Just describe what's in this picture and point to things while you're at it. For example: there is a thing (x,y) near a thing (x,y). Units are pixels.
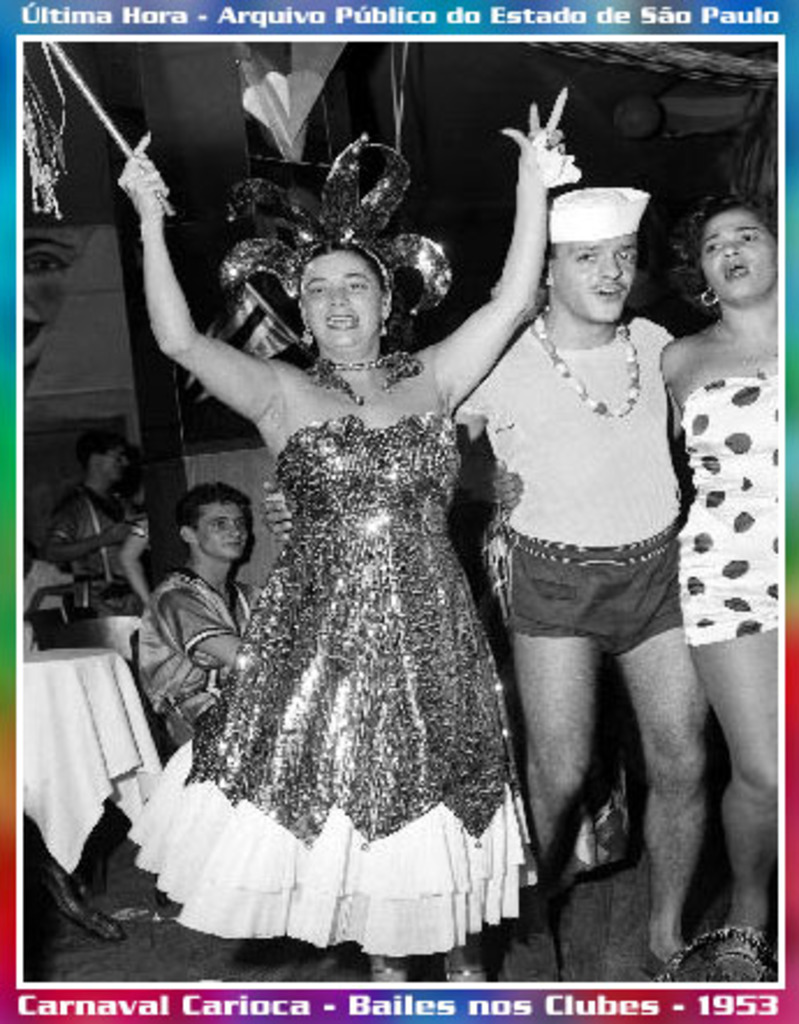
This picture is a poster. It is in black and white. In this picture, we see three people (529,510) are standing. I think they are singing the songs and dancing. Behind them, we see people (220,584) sitting on the chairs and behind them, we see the tables (106,742). In the background (99,361), we see a wall graffiti (91,330). In the background (415,160), it is black in color.
